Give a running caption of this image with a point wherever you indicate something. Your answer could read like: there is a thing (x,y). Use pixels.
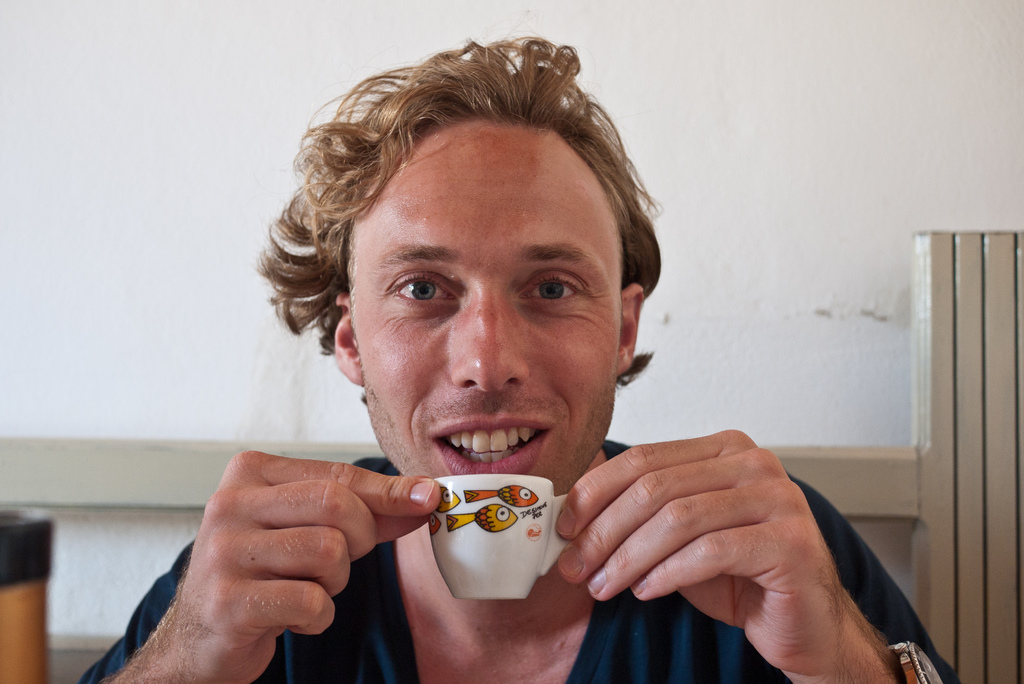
In this image, In the middle (622,351) there is a man (804,519) sitting and he is holding a cup (507,529) which is in white color, In the background (921,121) there is a white color wall (781,58).
